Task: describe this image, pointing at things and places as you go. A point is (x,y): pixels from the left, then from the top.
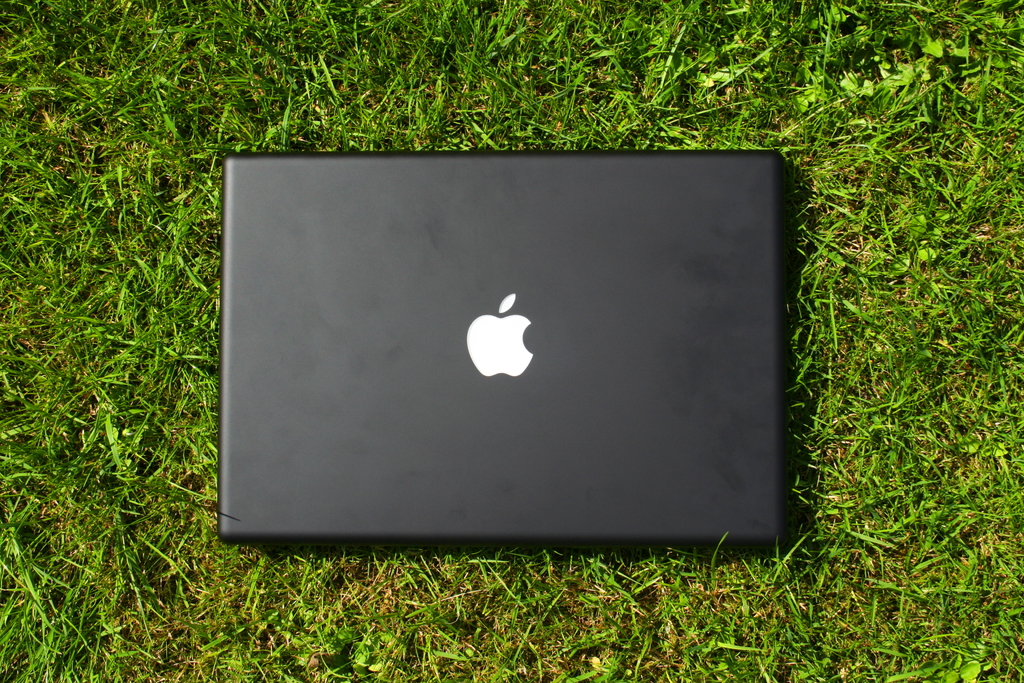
In this image there is a laptop (326,157) on a grassland (429,70).
